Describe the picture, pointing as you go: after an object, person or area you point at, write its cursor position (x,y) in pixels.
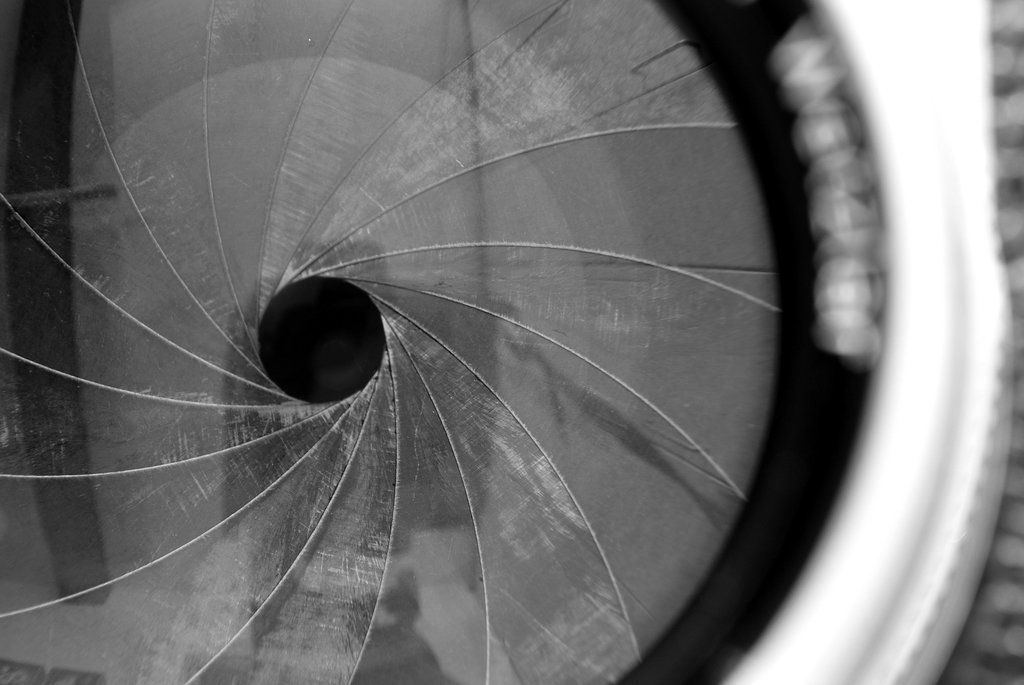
This is black and white image. In this one circular shaped object (454,393) is present.
